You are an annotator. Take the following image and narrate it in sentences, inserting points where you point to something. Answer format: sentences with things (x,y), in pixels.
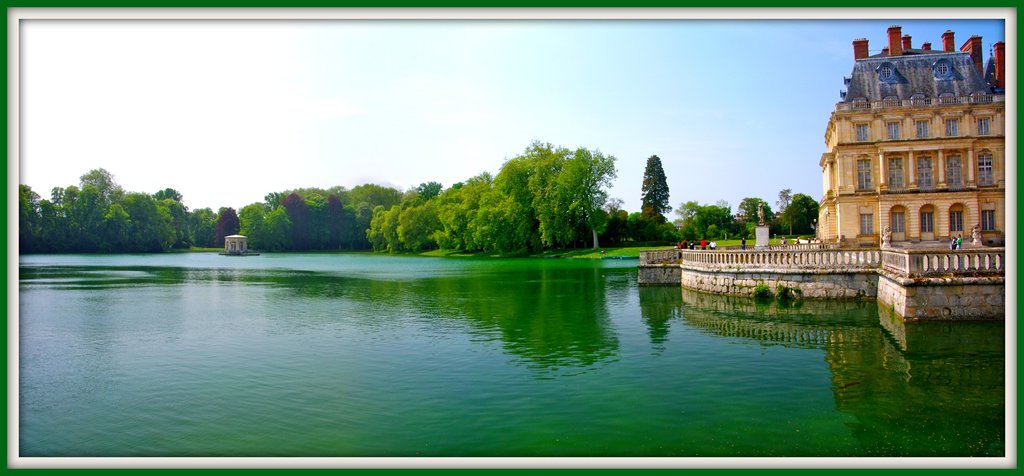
In the background (363,74) we can see the sky (497,78), trees (559,240) and the green grass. In this picture we can see the water (453,282), pillars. On the right side of the picture (971,205) we can see a building (911,223), sculptures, concrete railing (928,264) and the people (744,244). We can see the statue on a pedestal (767,226). The borders (139,7) of the image are in green and white color.
